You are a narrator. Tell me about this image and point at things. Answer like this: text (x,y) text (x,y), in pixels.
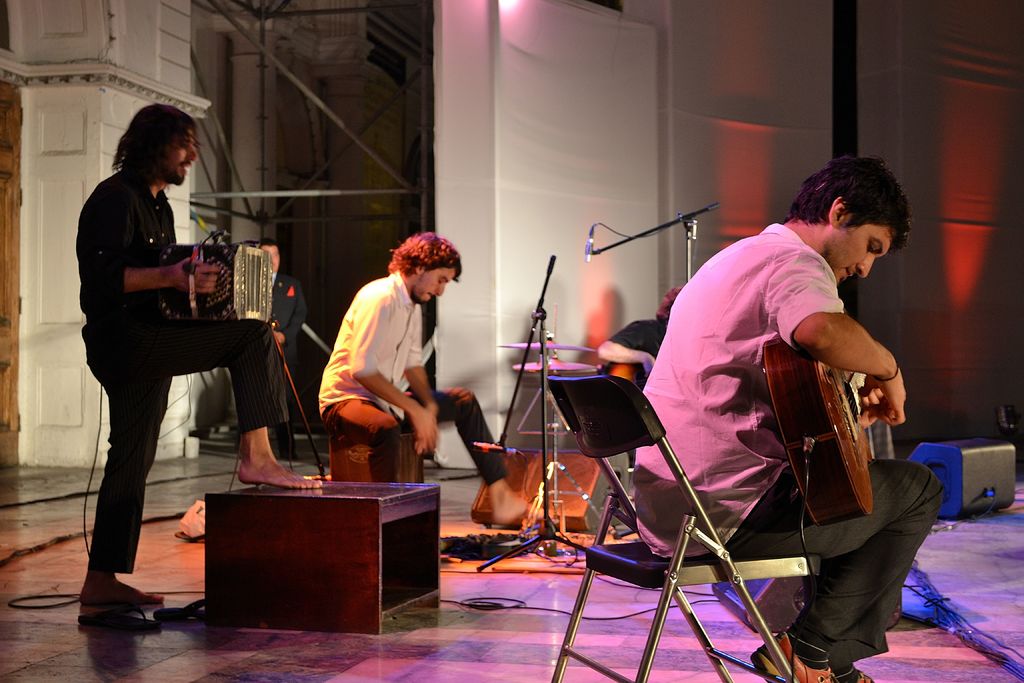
In the center of the picture (401,288) there is a band (248,332) performing on the stage (707,610). In the foreground (757,417) there is a person (729,464) playing guitar (773,349) sitting on a chair (733,563). On the left (267,466) the person (208,349) is playing a musical instrument (181,246). In the background (543,311) there are drums (535,366) and microphones (537,324). In the background (445,74) there are iron poles (373,158) and wall (44,179) painted white.
